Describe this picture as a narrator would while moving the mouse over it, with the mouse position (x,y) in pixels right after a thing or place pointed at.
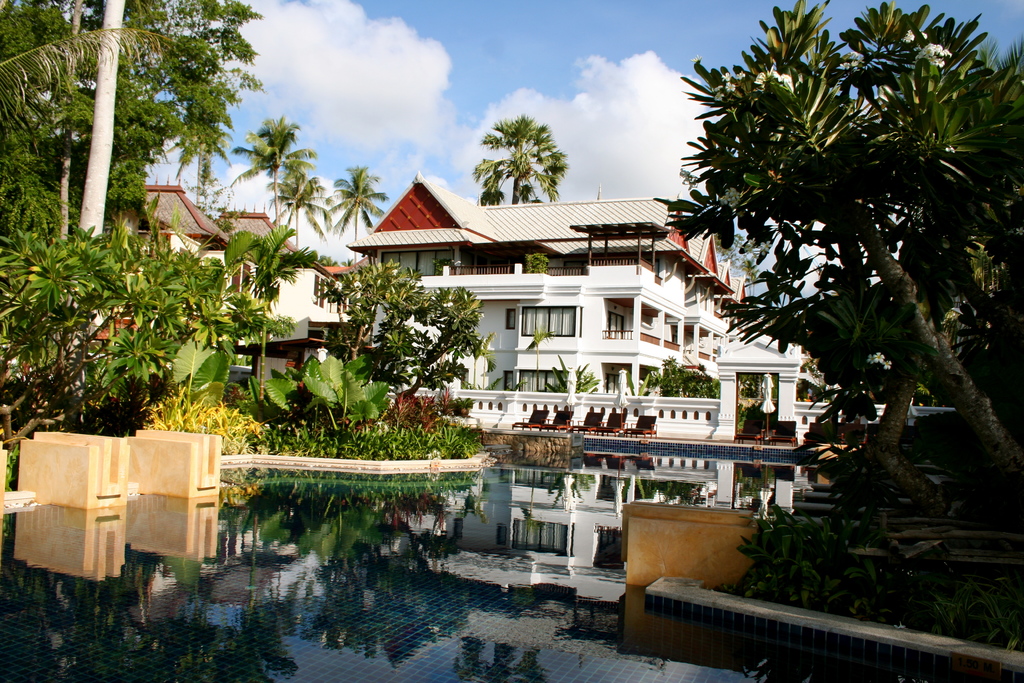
In the background of the image (474,287) there are houses (671,284), trees (382,266). At the bottom of the image (370,623) there is water (408,609). At the top of the image (473,54) there is sky (473,54) and clouds (403,48).
